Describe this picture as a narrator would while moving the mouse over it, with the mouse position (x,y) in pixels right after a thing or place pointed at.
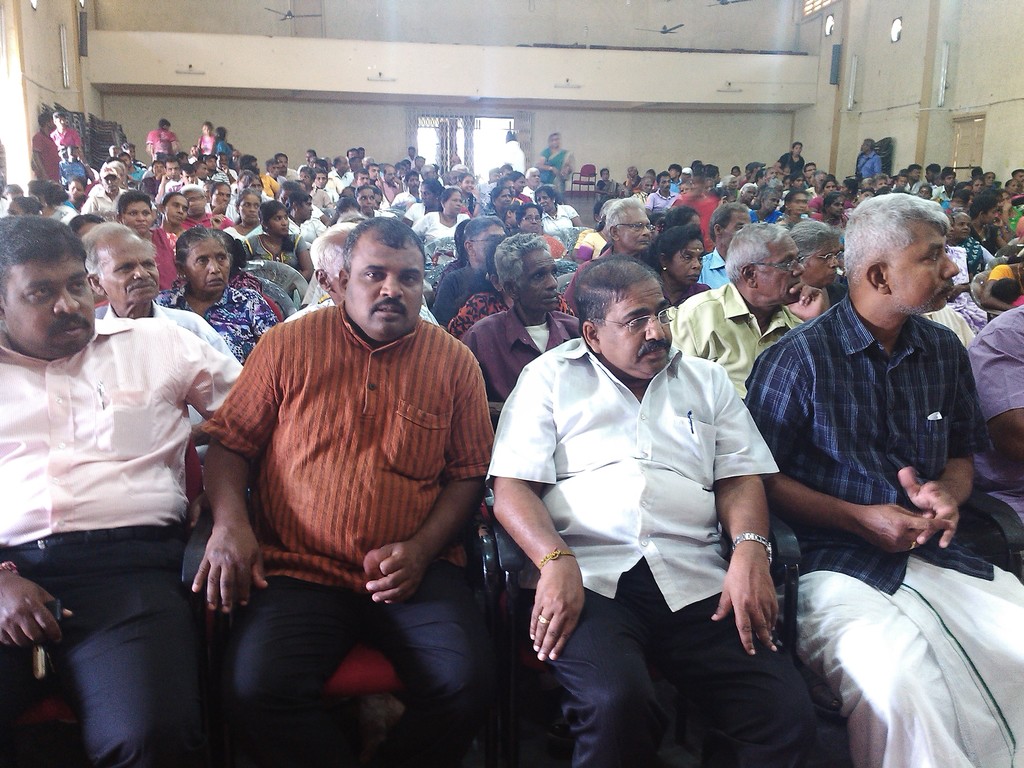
In this image, we can see a group of people (611,280) sitting on the chair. In the background (311,152), we can see few people (164,130) are standing and a grill door (462,143). At the top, we can see some fans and a roof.
